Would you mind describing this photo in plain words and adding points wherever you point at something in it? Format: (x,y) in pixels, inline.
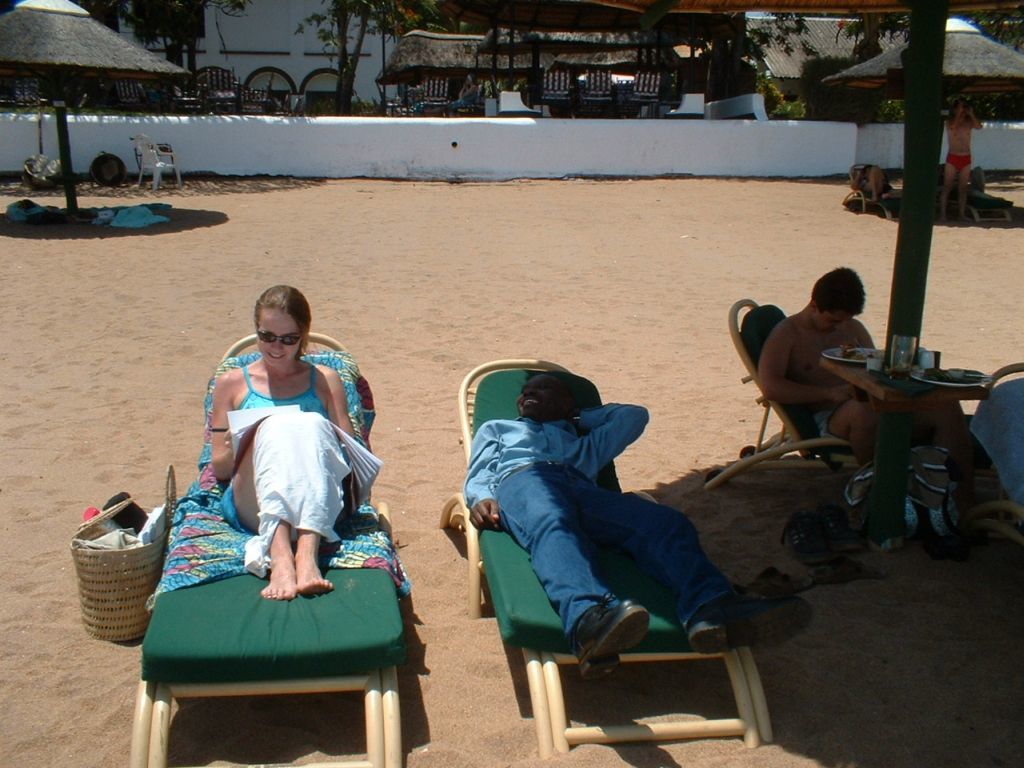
In this picture we can see two persons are sitting on the chairs (376,645) and he is laying on the lounger (701,721). And this is the basket (126,577). On the background (302,66) we can see some houses (582,35) and this is the wall (619,145). There is a chair (161,152). And here we can see a person (950,159) who is standing. And this is the pole (928,235).
